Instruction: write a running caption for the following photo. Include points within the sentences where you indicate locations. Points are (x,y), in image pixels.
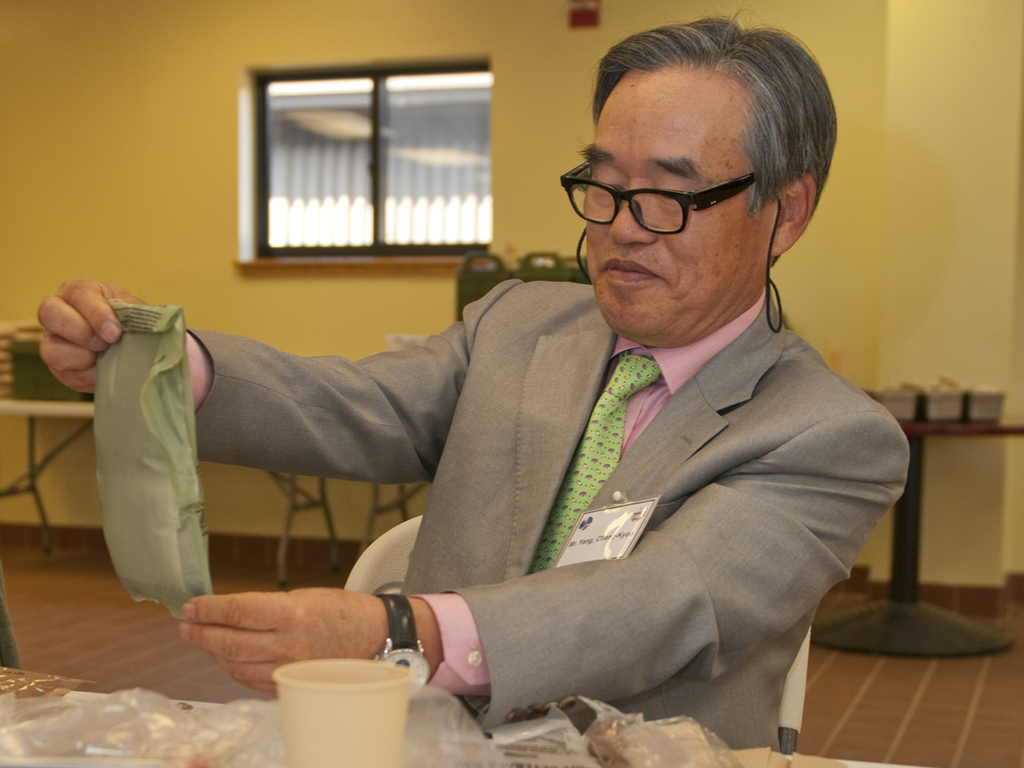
Here we can see a man (676,502) sitting on a chair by holding a packet (174,415) in his hands (370,617). At the bottom (388,740) we can see a cup (341,709), covers (574,756) and other objects (239,753) on a platform (314,721). In the background (273,170) we can see wall (333,315), window (326,184), boxes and objects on the tables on the floor (274,564). Through the window glass (400,174) we can see an object (312,120).
